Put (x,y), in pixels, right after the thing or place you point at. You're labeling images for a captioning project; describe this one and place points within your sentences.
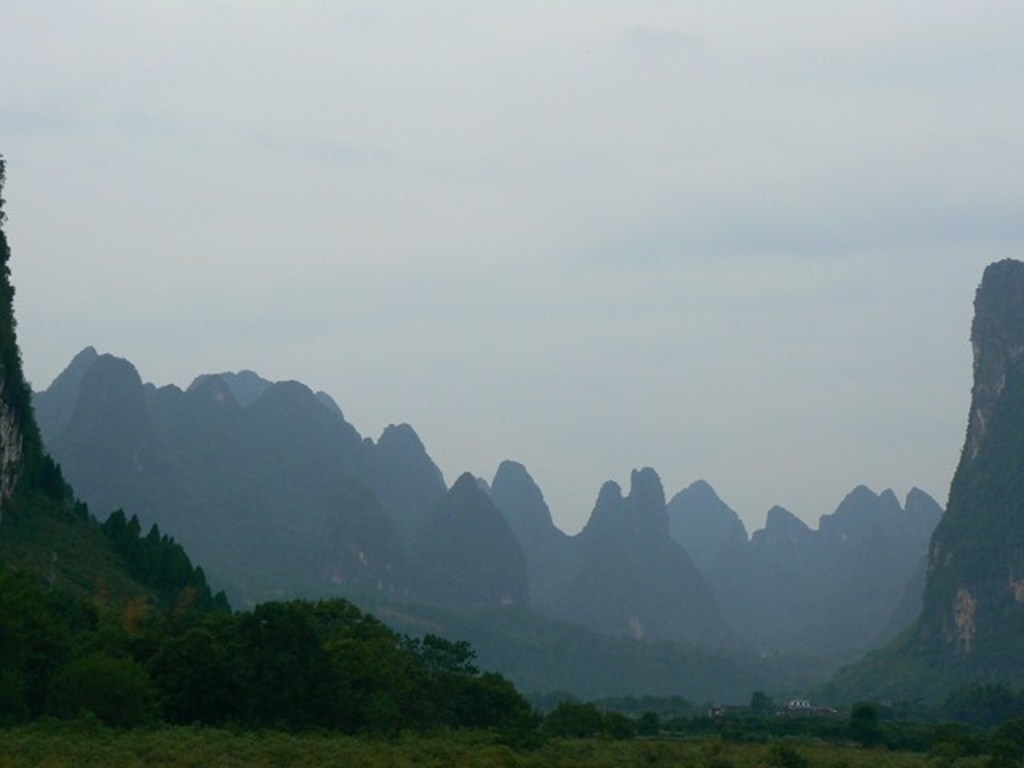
In the image there are many hills (610,608) with trees (300,660) all over it and above its sky (670,349) with clouds (658,297).
